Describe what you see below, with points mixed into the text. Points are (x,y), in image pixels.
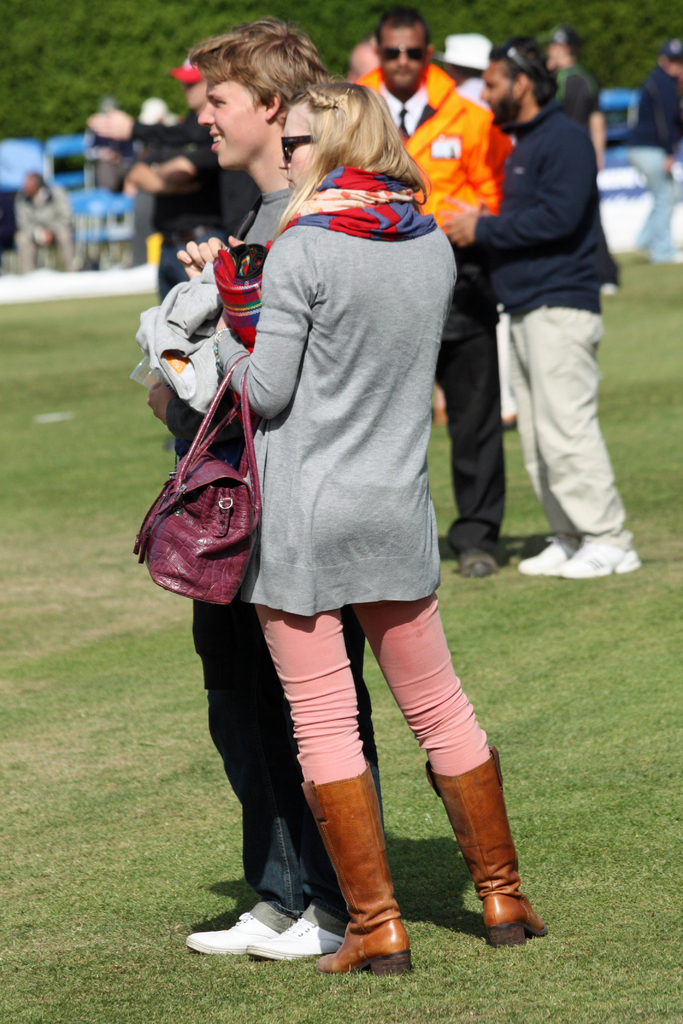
In this image we can see persons (353,399) and other objects (336,215). In the background of the image (241,174) there are persons (100,175), chairs (86,194) and other objects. At the bottom of the image (79,938) there is the grass (351,973).
